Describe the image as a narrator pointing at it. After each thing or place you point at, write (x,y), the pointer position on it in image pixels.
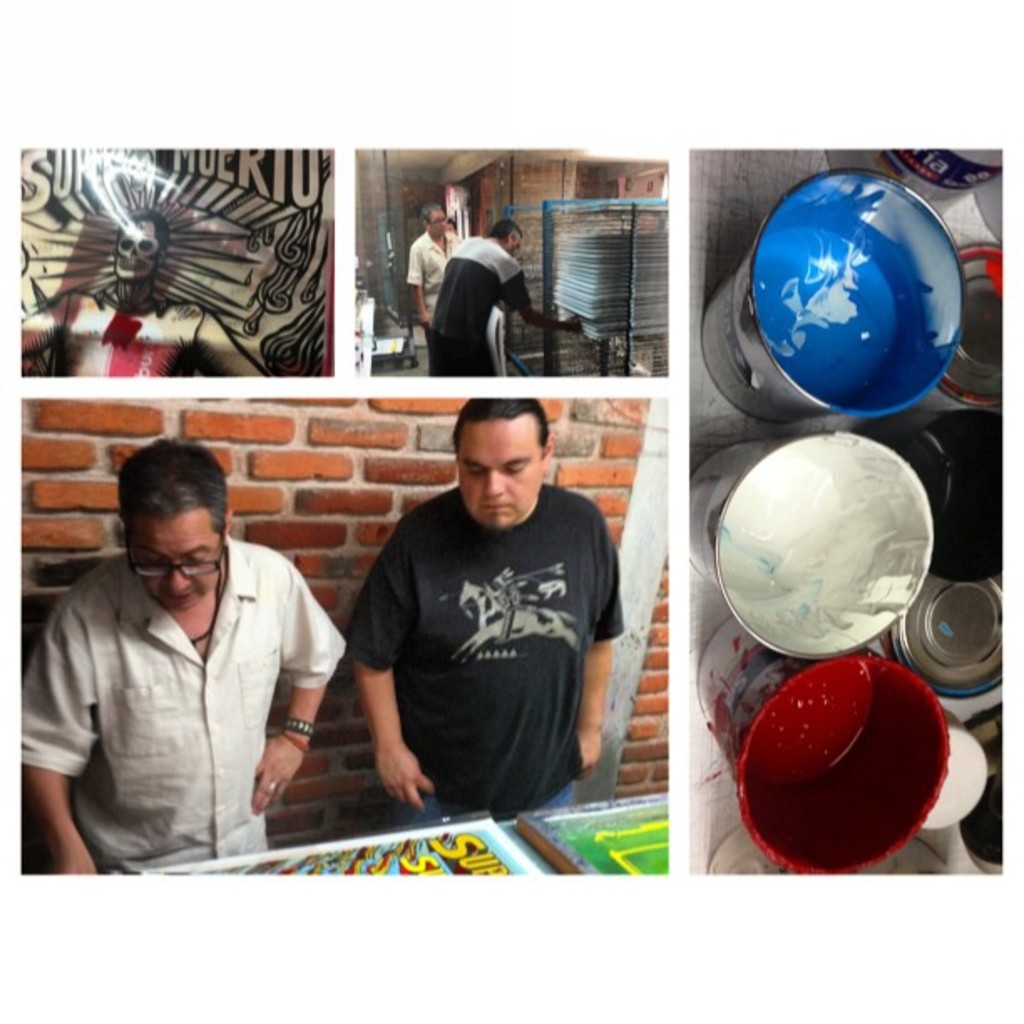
This image is a collage of four images. On the right side of the image (785,369) there are a few cans (807,578) with paints (830,519) on the table (703,283) and there are a few lids (956,638). At the top of the image (307,237) there is a painting (161,240) on the wall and there are two men (435,270) standing on the floor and there are a few papers (585,280) in the rack (559,274). At the bottom of the image (374,708) there are two men (438,690) standing and there is a wall (237,481). There are two picture frames (534,844) on the surface (538,852).
